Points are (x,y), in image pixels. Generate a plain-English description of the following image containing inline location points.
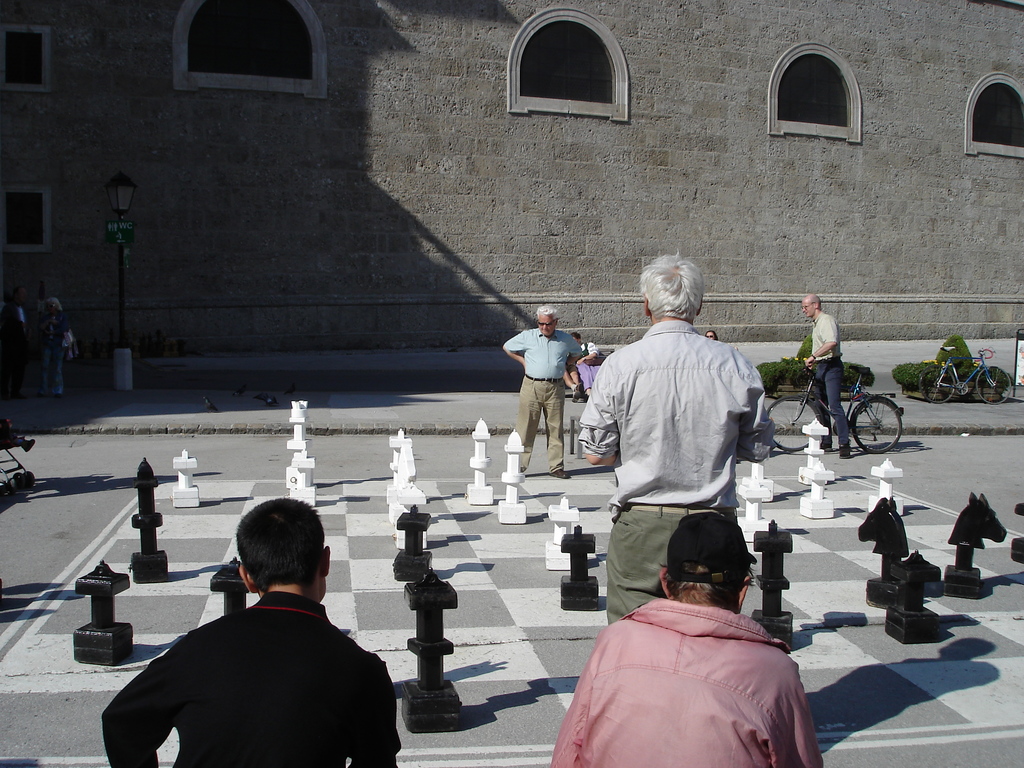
In this picture there are some people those who are standing around the area (782,480) which is printed with chess board (498,642), there is a building (316,221) at the center side of the image (625,274) and the people (524,401) those are standing around the area (449,515) are staring to chess board (463,479) and there are some trees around the area (11,675).
